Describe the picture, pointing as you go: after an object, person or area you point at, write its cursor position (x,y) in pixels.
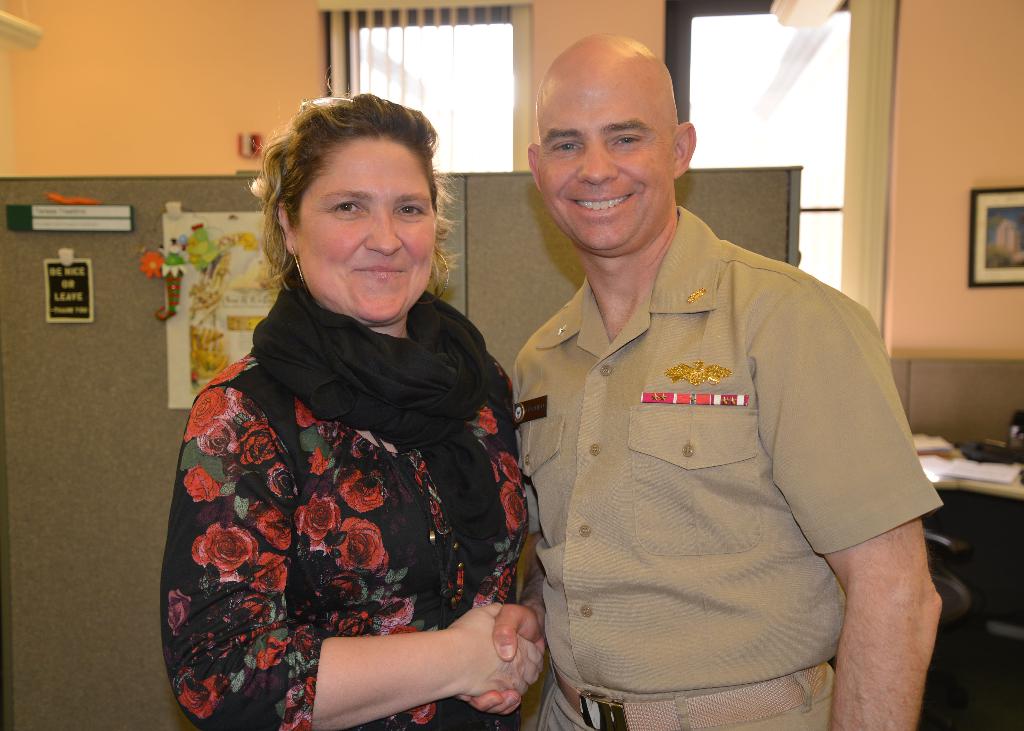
In this image I can see two people (420,414) are standing and I can see smile (583,200) on their faces (643,231). Here I can see he is wearing uniform (648,479). In the background (1014,282) I can see a frame (999,244) on wall (972,299) and here I can see a paper (191,296). I can also see this image is little bit blurry from background (994,144).
